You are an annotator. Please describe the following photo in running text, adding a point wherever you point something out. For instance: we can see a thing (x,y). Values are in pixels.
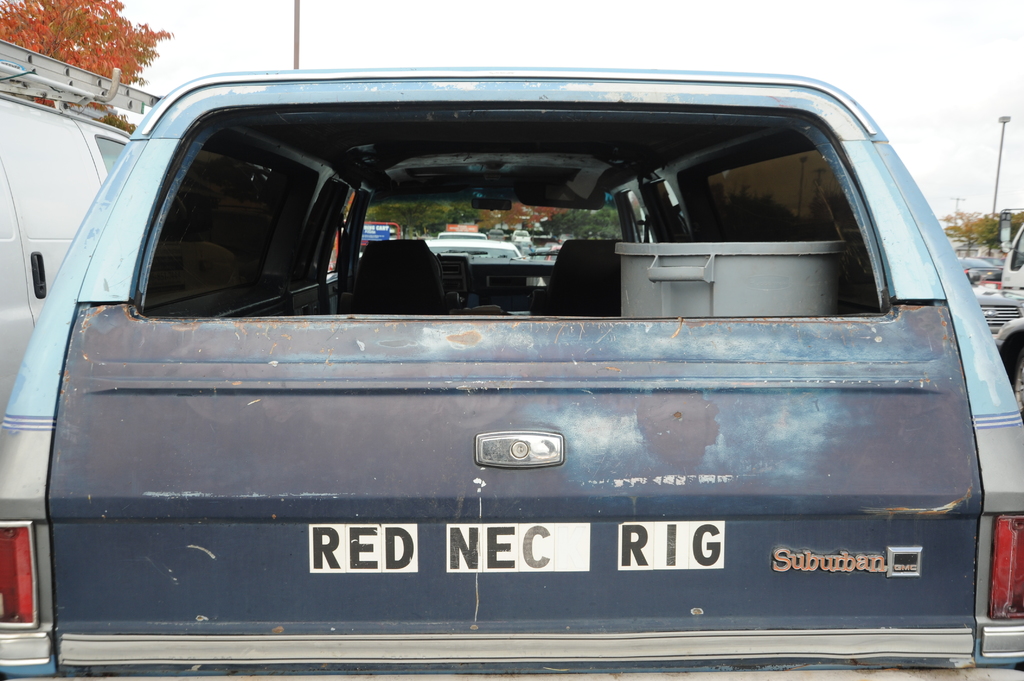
In this image, we can see a vehicle (428,437), seats (563,293) and object (693,271). Here we can see few stickers (550,534) on the vehicle (571,568). From the right side to the left of the image (1,291), we can see vehicle (1014,299), trees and poles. Top of the image (558,65), there is a sky (613,53).
